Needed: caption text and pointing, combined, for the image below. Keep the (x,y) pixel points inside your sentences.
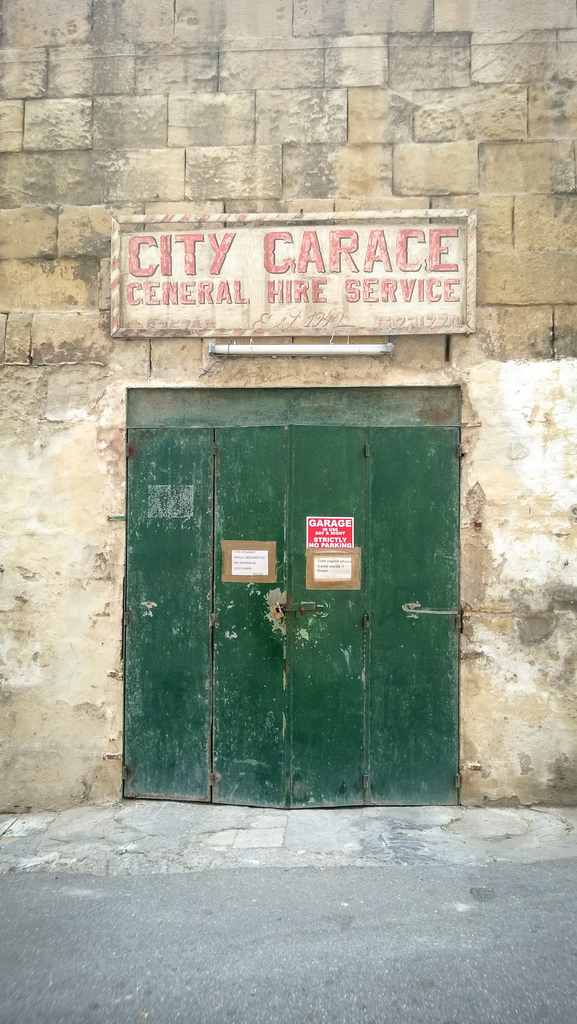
The picture consists of a gate (172,497), board (187,267), tube light (267,349) and brick wall (60,757). In the foreground (208,900) it is road (280,980).
